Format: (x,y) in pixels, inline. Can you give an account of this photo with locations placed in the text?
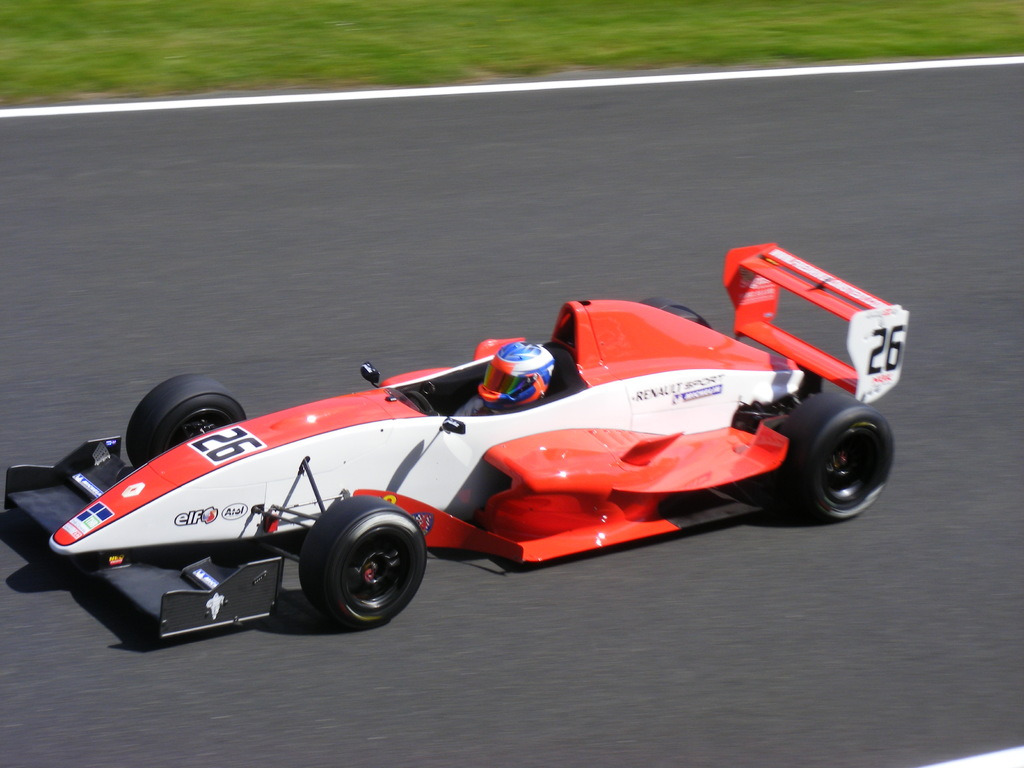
This image is taken outdoors. At the top of the image (114,44) there is a ground (231,22) with grass (579,40) on it. At the bottom of the image (625,679) there is a road (762,619). In the middle of the image (497,430) we can see a man (484,401) driving a race car (401,400) on the road (450,360).
